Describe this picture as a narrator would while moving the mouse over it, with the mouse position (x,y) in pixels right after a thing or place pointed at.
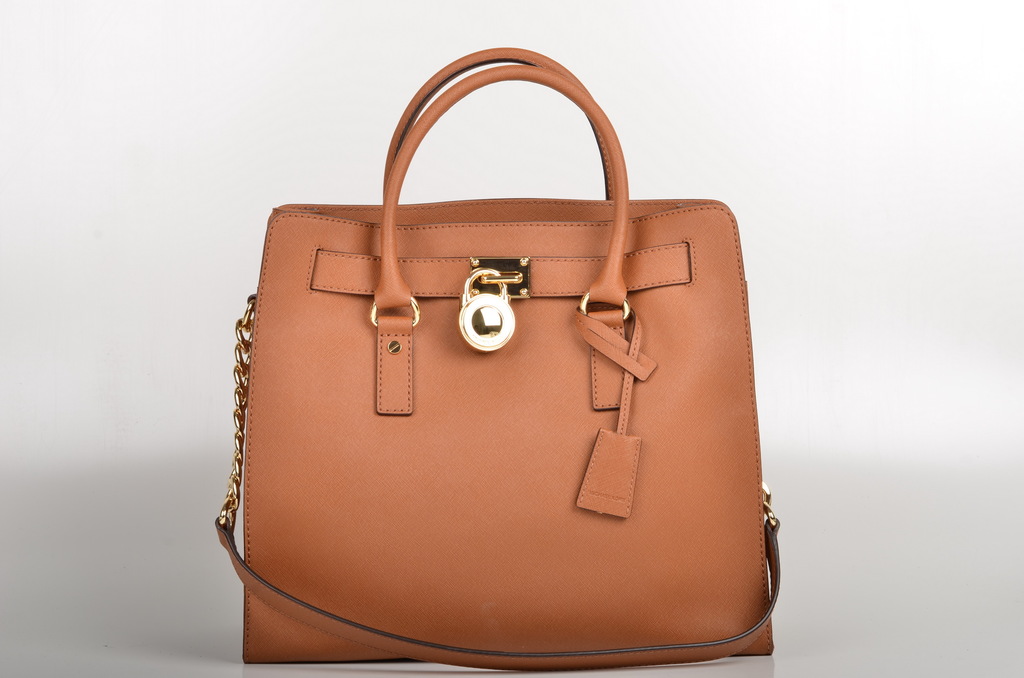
In this image there is a bag (381,644) of brown colour having a lock (471,305) in the middle (481,338) and chain (248,310) at the left side (241,403).
